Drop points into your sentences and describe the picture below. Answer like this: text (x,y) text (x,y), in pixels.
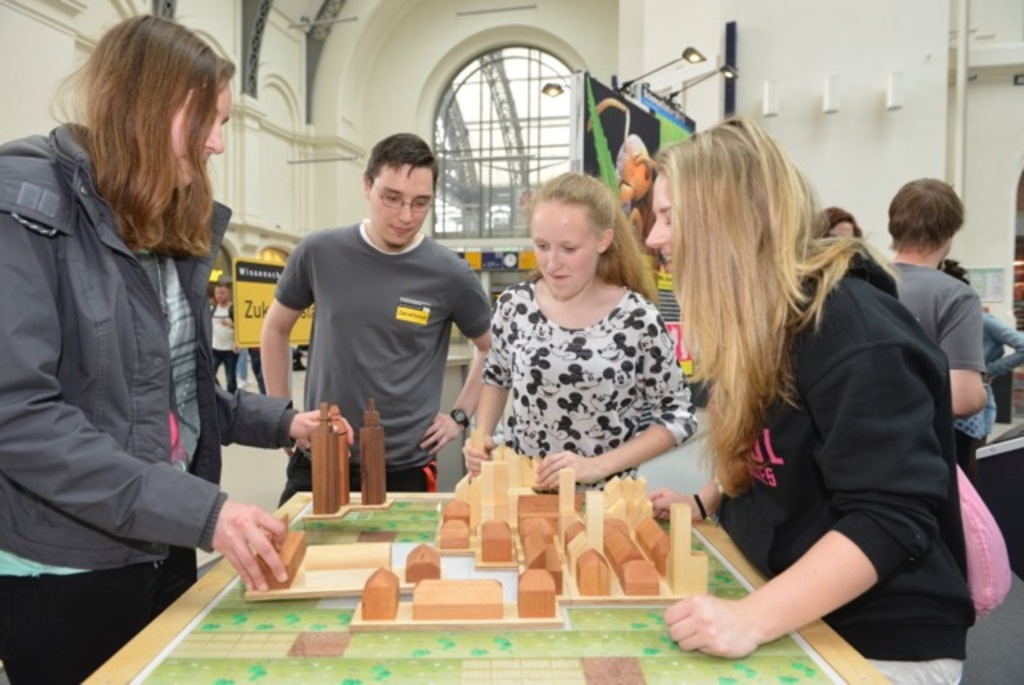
In the image we can see there are people (669,441) who are standing.
